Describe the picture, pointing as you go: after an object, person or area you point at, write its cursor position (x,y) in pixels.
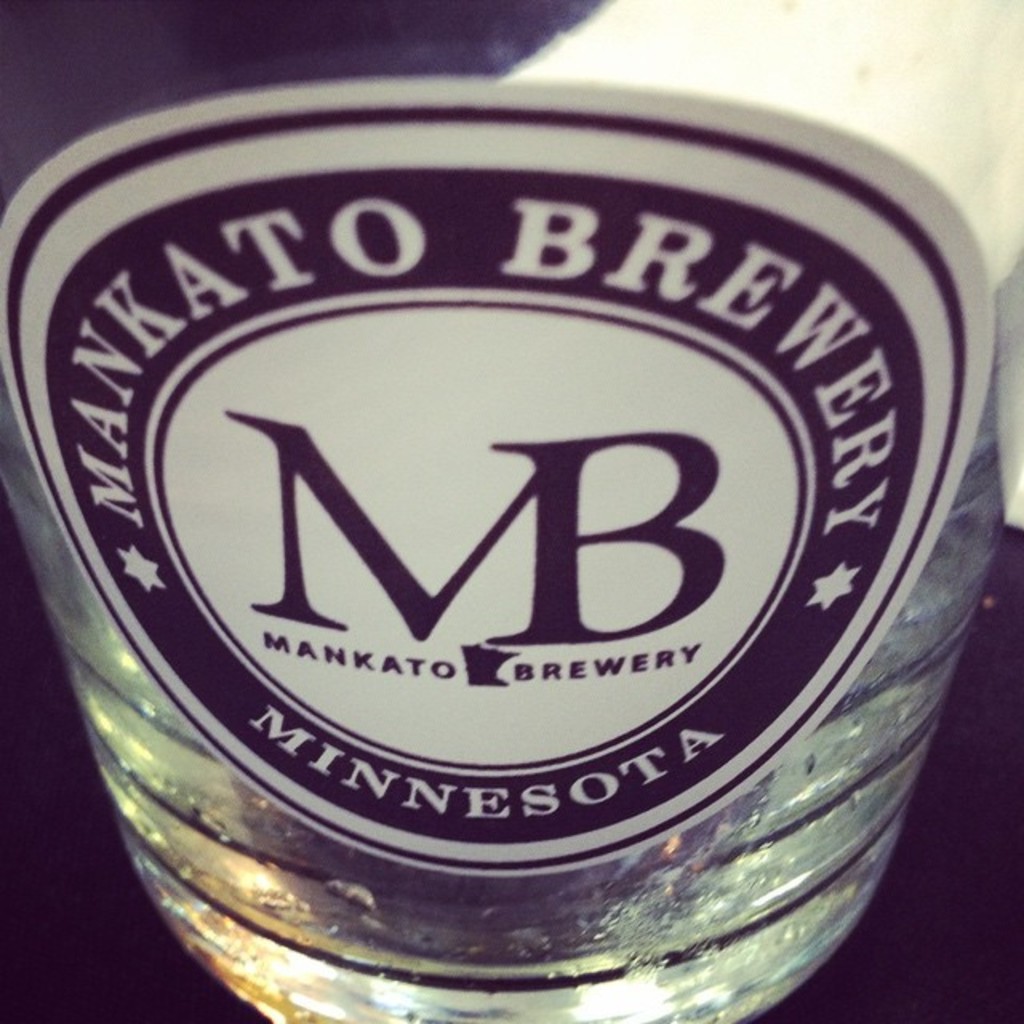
In this image I can see a bottle (100,681) and one sticker (583,421) is attached to it.
